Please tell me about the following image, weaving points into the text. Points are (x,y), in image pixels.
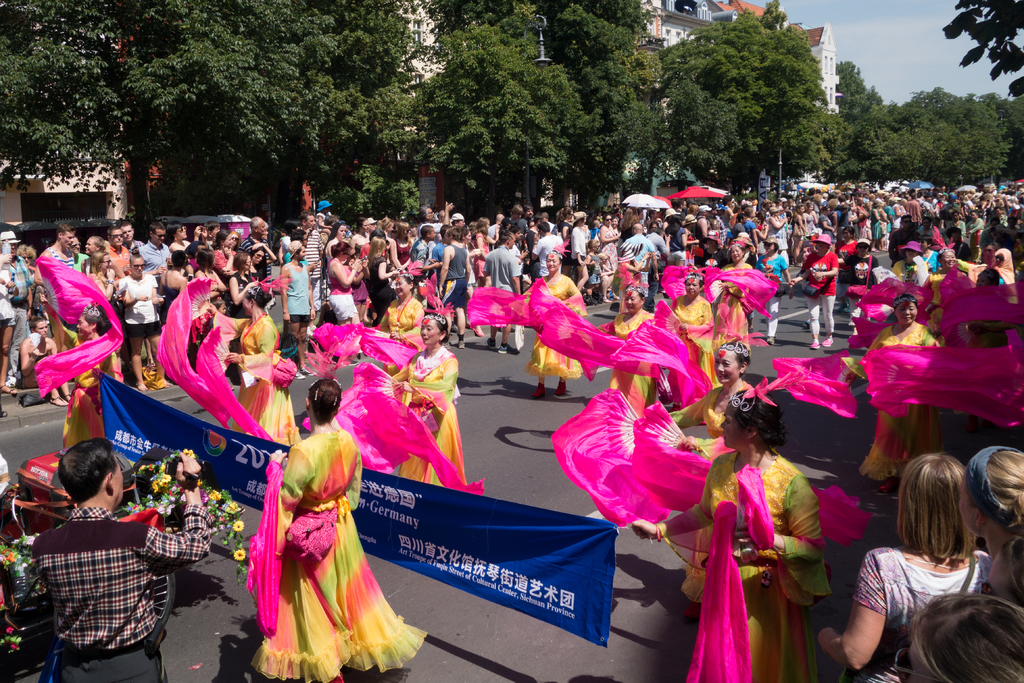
In this picture I can see group of people (709,309) are standing on the road (571,386) among them some women (717,418) are wearing yellow color dresses (355,586) and holding pink color clothes (363,394). Here I can see blue color banner (253,447) and a man (110,592) is holding an object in the hand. In the background (354,124) I can see trees (427,94), umbrellas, buildings (812,42) and the sky (924,8).
